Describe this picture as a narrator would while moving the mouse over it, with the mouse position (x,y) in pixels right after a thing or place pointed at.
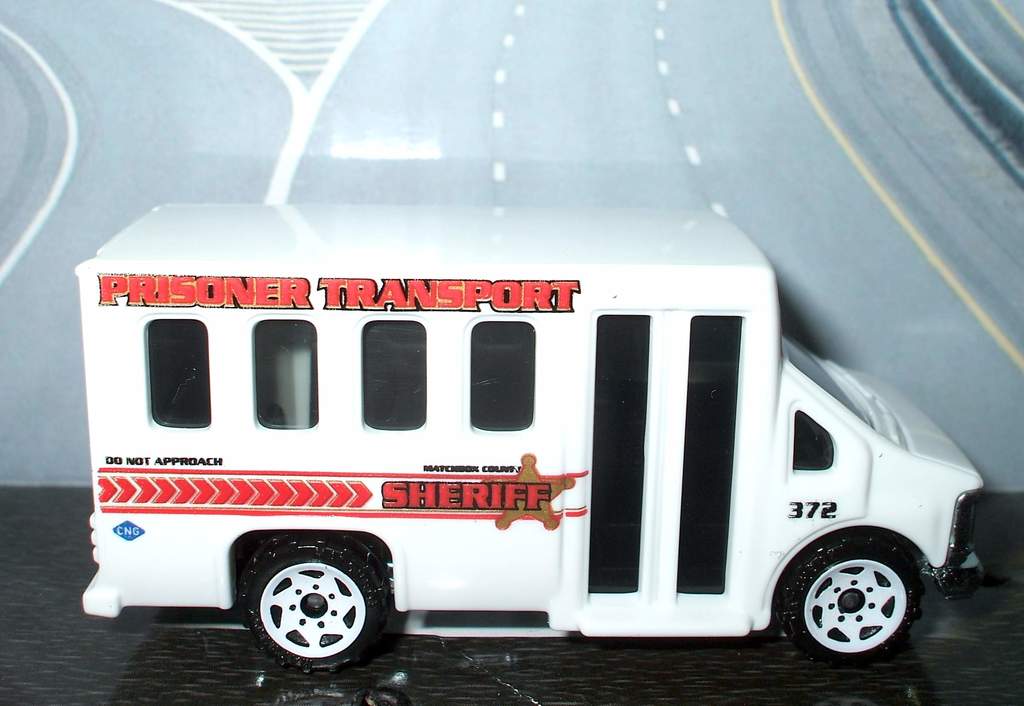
There is a toy vehicle (675,275) presenting in this picture and which is colored white.
